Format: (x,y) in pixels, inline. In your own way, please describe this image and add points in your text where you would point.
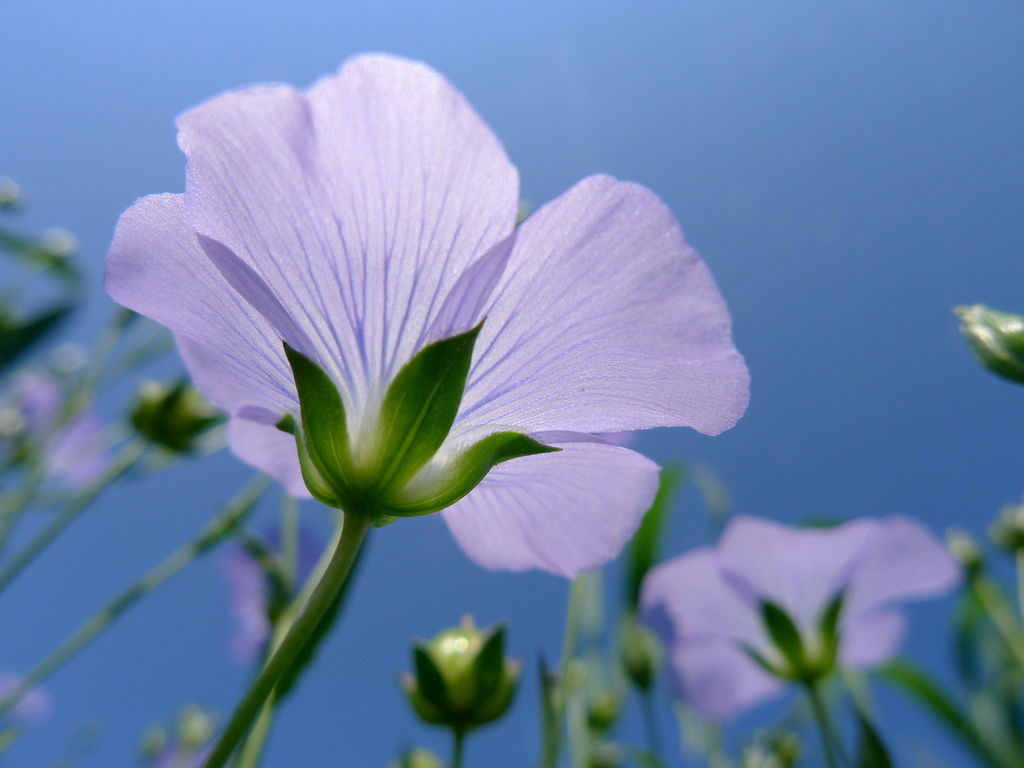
In this picture we can see few flowers (646,471).
